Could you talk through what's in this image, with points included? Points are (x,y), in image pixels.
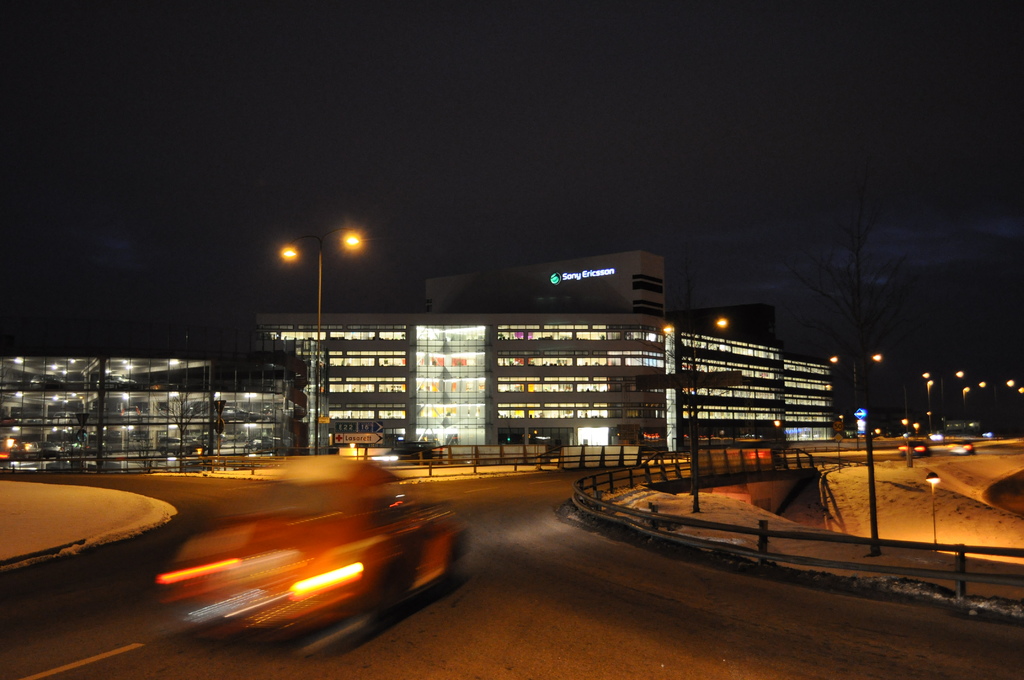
This image is taken outdoors. At the top of the image (319,171) there is the sky (561,180). At the bottom of the image (440,629) there is a road (565,643). In the middle of the image (470,348) there are many buildings (554,357). There are many poles (965,397) with street lights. A vehicle (392,516) is moving on the road (484,503) and there are a few railings (716,468).
